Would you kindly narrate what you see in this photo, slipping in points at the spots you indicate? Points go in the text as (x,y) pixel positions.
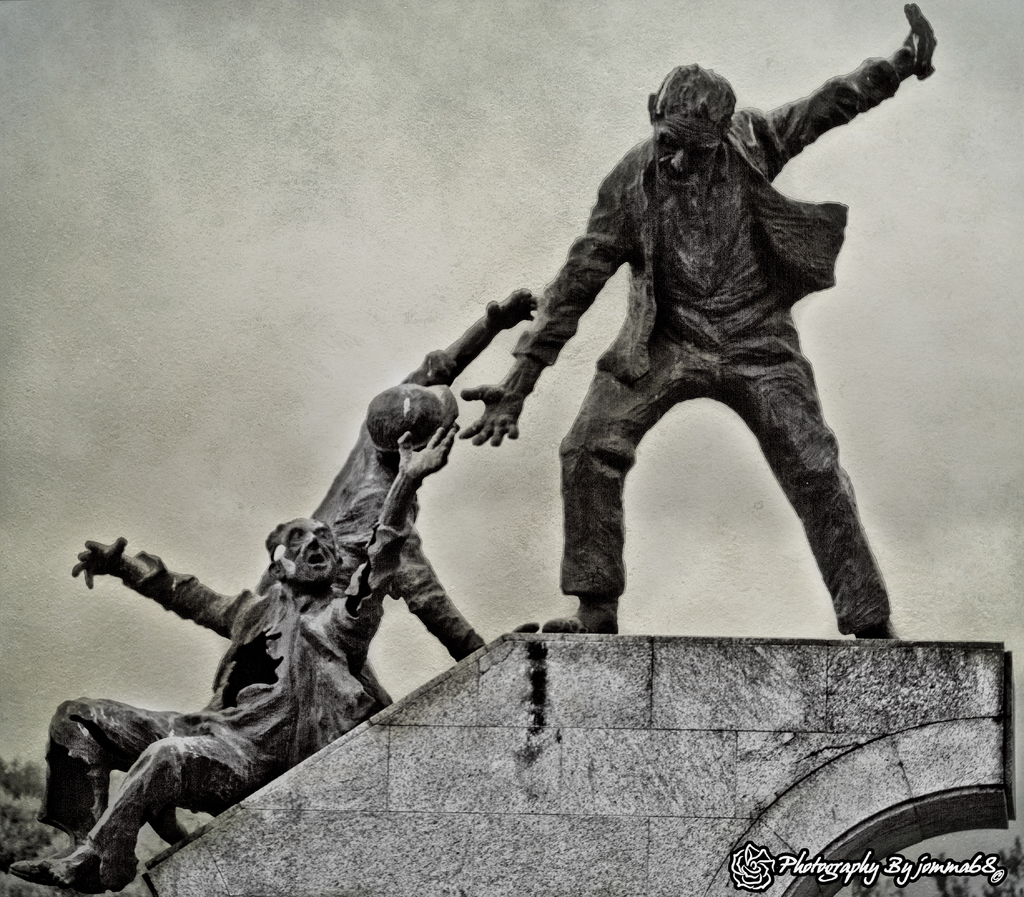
In the image we can see there are human statues (621,401) standing on the wall (754,729) of the building (409,735). The sky (330,336) is cloudy and the image is in black and white colour.
